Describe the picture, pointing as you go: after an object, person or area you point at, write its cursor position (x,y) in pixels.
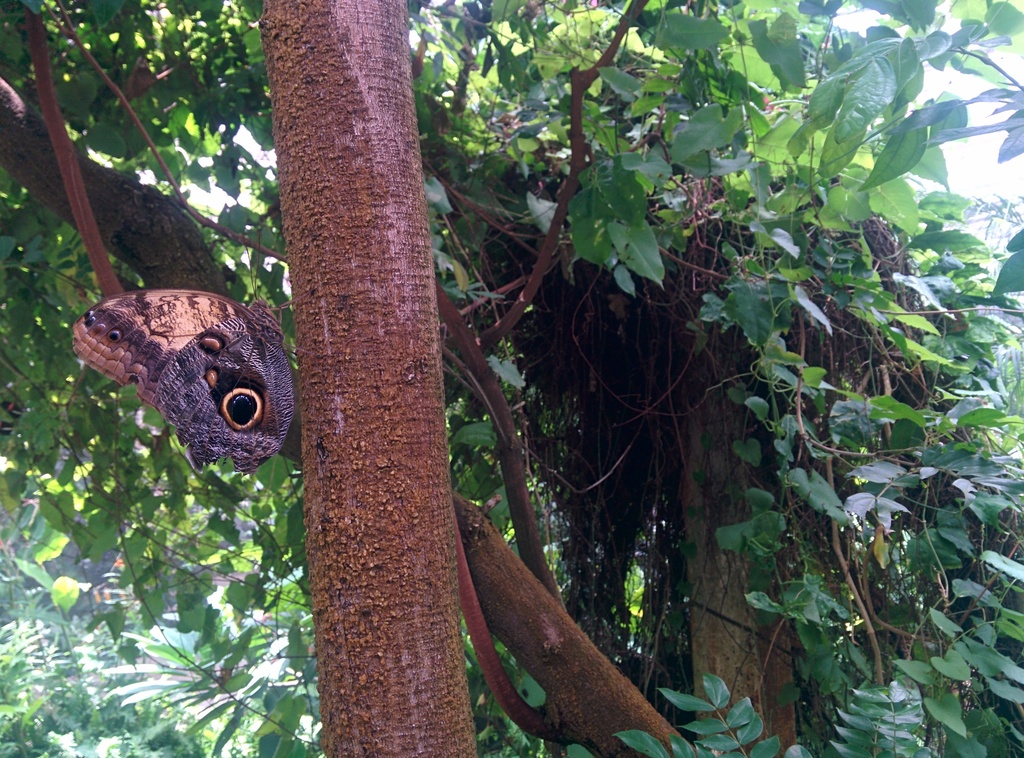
On the left side (235,344), there is a butterfly (224,359) on a tree (326,303). In the background (645,374), there are trees (820,617), plants (871,580) and there are clouds (976,186) in the sky (968,93).
